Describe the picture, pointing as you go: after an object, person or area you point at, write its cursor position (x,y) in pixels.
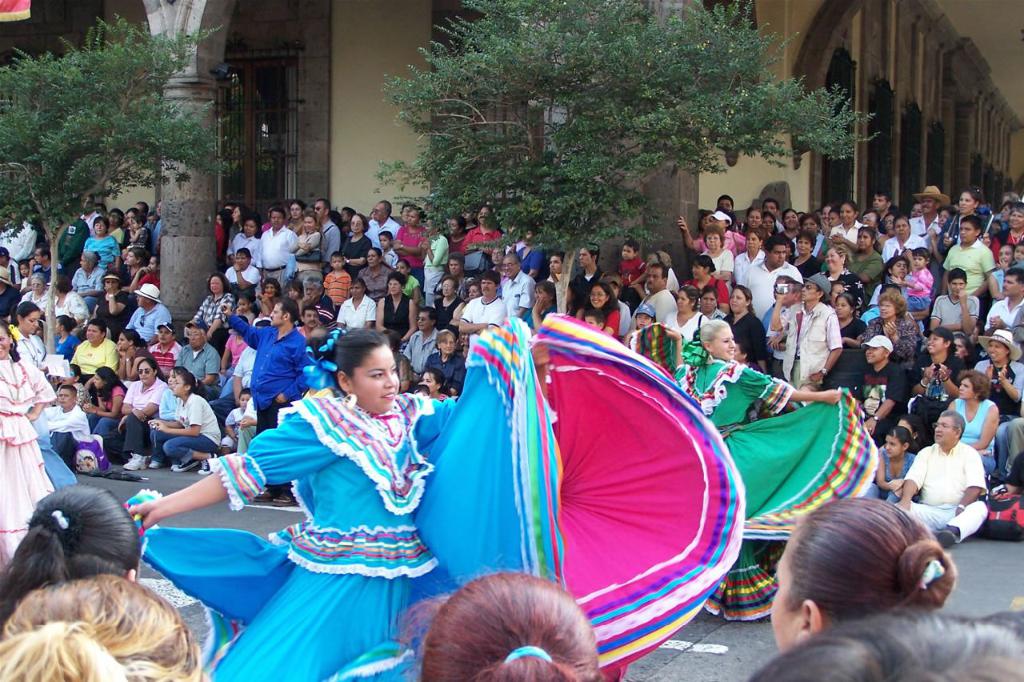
In this picture we can see some girls (395,498) wearing blue and pink dress (365,553), dancing on the street (271,506). Behind there is a group of men and women (851,331) standing and enjoying the dance performance. In the background (329,69) there is a yellow color house (386,112) and some trees (574,105).
